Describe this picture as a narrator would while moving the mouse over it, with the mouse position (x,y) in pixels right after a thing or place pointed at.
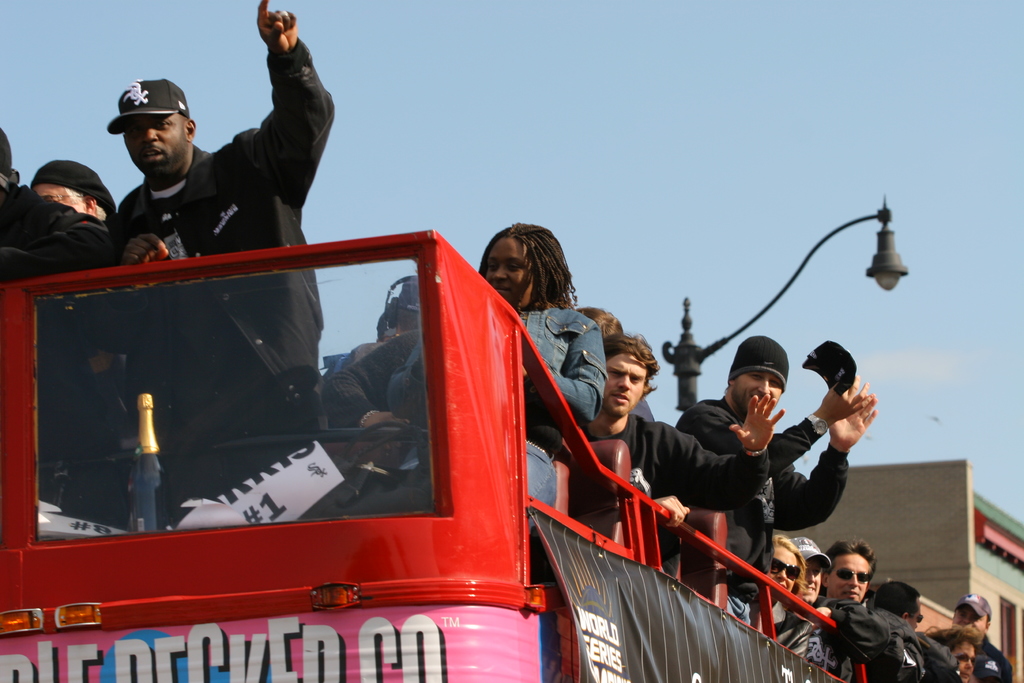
In this picture I can see a building (948,562) and I can see few people (836,551) are seated and few are standing on a vehicle (496,580) and few of them wore caps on their heads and a pole light (679,395) and a cloudy sky (498,54) and I can see a champagne bottle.
